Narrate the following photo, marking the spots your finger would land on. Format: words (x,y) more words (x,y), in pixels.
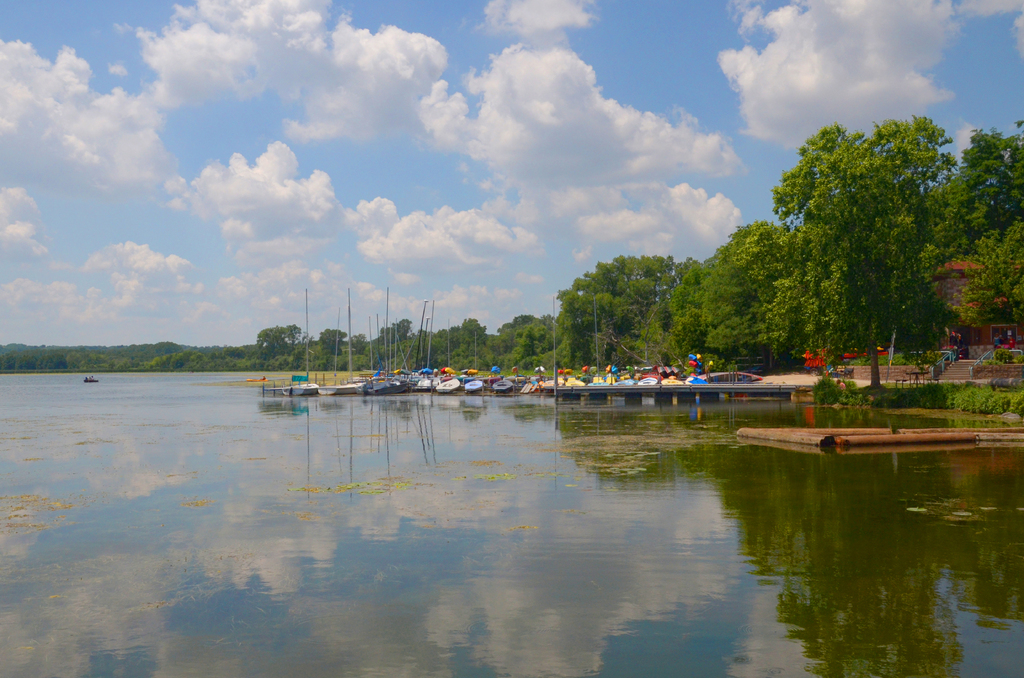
In the image there is a lake (360,542) in the front (397,483) with ships (626,368) in the back (340,361) and in the background (844,301) there are trees (35,358) and above its sky (303,127) with clouds (602,108).
